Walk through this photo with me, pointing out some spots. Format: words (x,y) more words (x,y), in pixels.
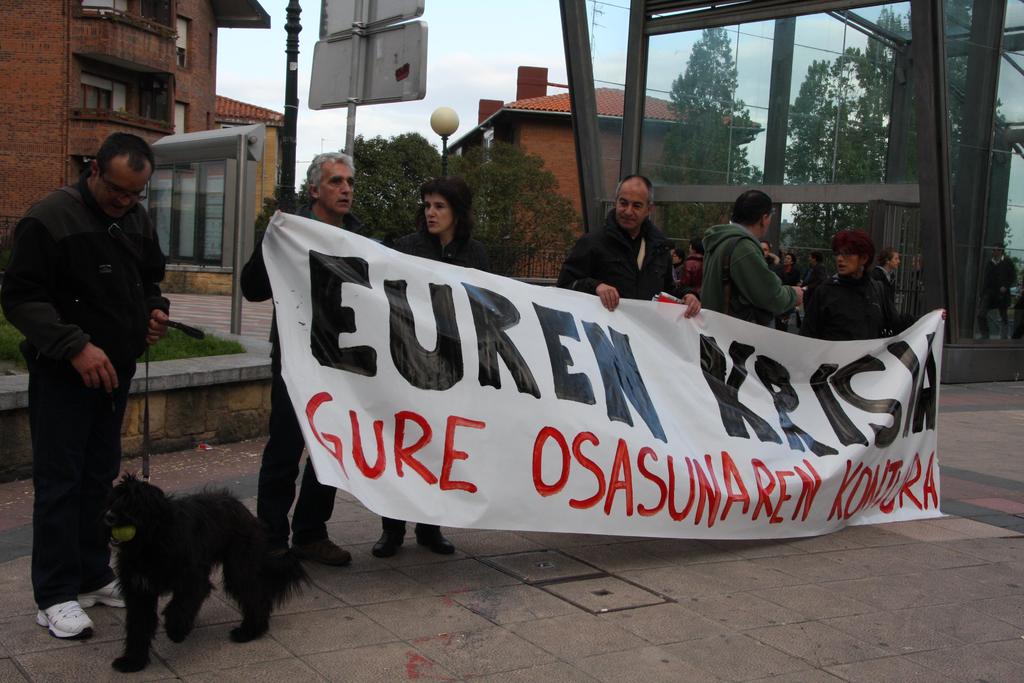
In the picture we can find some people (625,192) are standing and holding a banner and one man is holding a dog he is wearing a white shoe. In the background (364,55) we can find some trees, houses (26,175), sky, boards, poles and light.
